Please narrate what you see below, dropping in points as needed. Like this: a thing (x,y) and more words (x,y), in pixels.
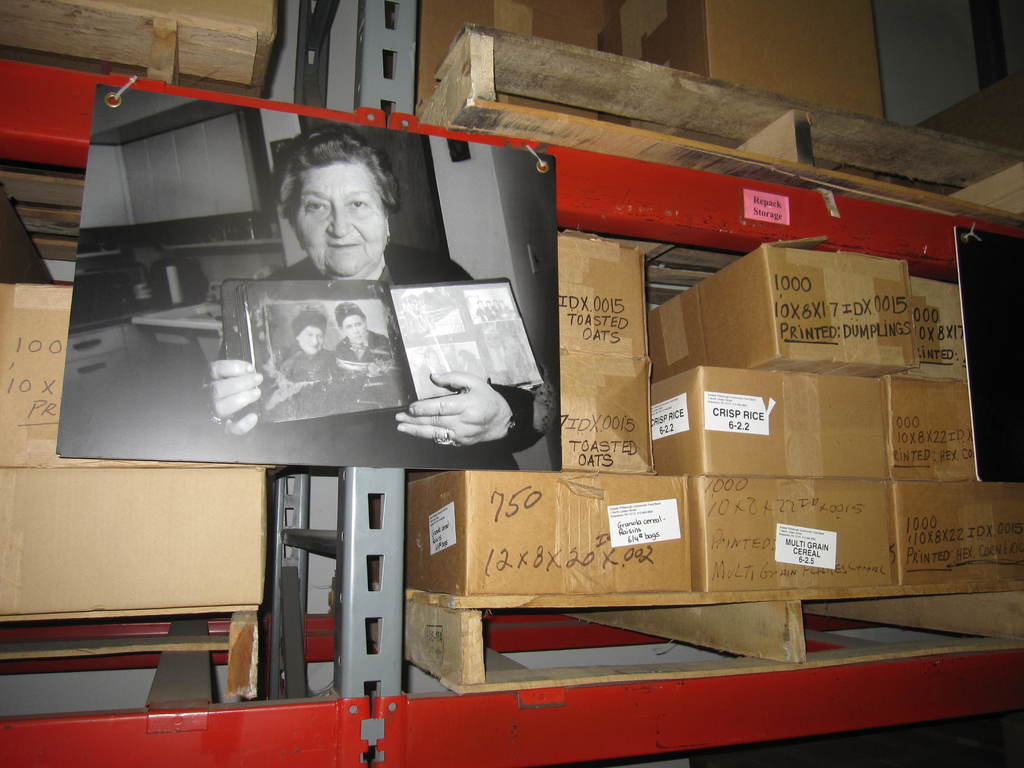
The picture consists of shelves (374,48), boxes (540,14) and some wooden objects (145,38). In the center of the picture (471,388) there is a photograph (387,320), in the photograph (428,272) there is a woman (339,201) holding a frame (367,313).
